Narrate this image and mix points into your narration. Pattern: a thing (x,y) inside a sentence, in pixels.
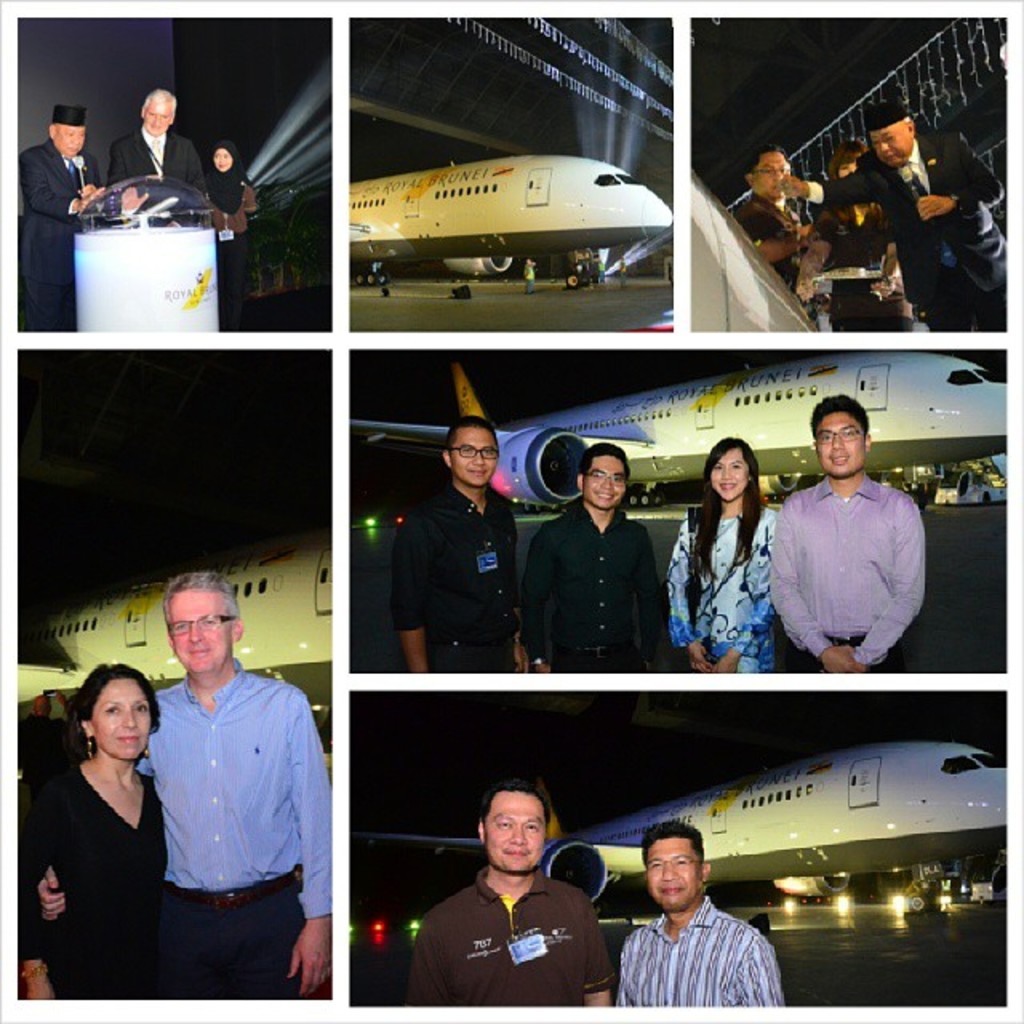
This is a collage image. In this images we can see people (541,885) standing and aeroplanes (280,562).
